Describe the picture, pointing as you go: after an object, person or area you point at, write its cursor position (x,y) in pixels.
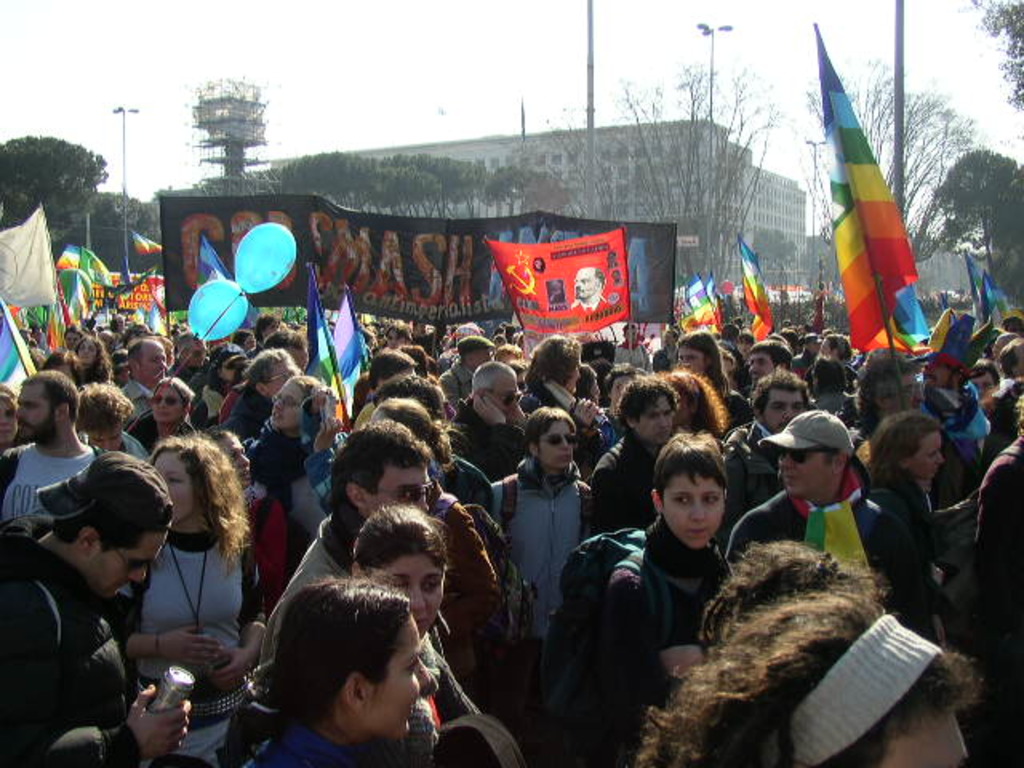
In this image, we can see a few people (297,749) holding banners (528,234), flags (324,328) and balloons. There are a few buildings (689,261) and trees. We can see some poles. We can see the sky (581,82).
